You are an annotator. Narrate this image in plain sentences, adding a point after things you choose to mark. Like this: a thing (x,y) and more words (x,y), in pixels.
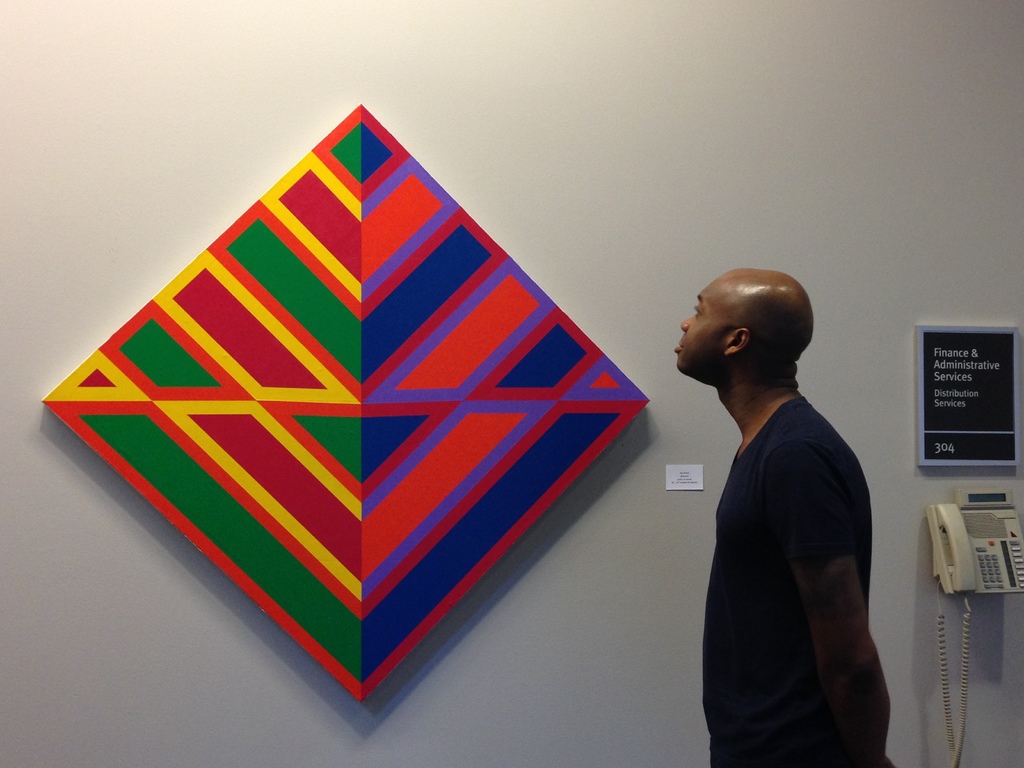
The man (821,636) at the bottom of the picture (773,579) wearing black t-shirt (786,605) is looking at the board (450,406) which is placed on the wall (479,601) and this board (305,452) is in green, red, orange and blue color. On the right corner of the picture (991,523), we see a landline phone (962,534) and a black color board (990,395) with text (940,379) written is placed on the white wall (708,470).
